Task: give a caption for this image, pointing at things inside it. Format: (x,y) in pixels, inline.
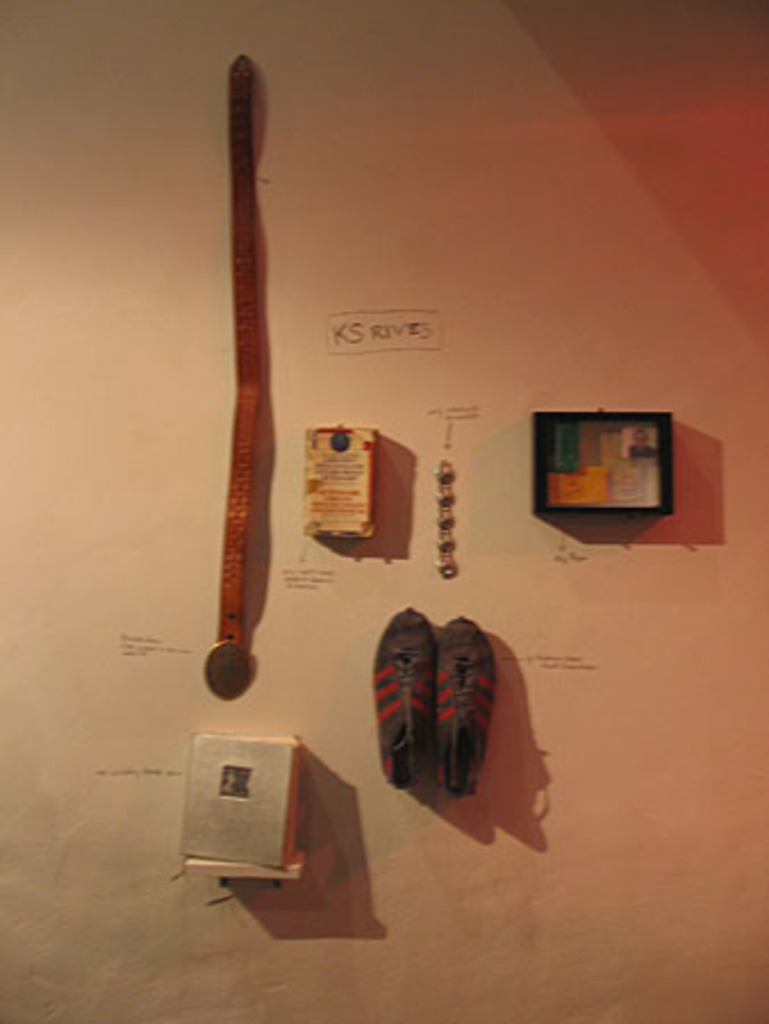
In this picture I can observe box (213,759), shoes (434,702) and a frame (605,448). On the left side (231,467) I can observe a belt (237,80). These all are placed on the white color surface (309,730).
